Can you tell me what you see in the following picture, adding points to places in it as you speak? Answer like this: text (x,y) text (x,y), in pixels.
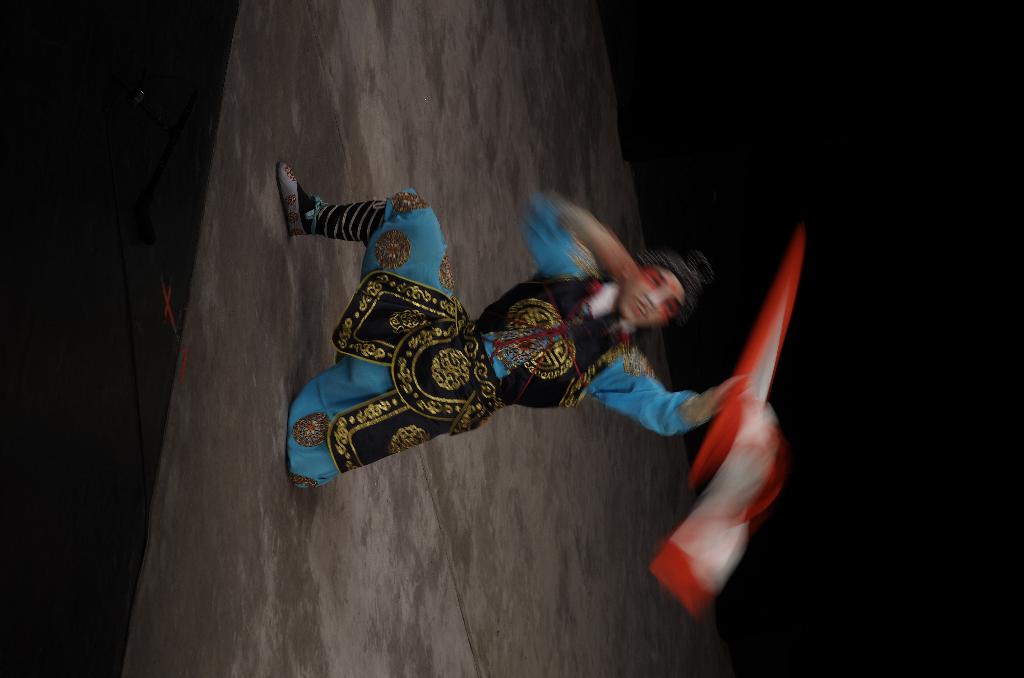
There is a person (607,253) in blue and brown color combination, smiling and holding a cloth (718,462) with one hand (705,396) and kneeling down with one leg (340,427) on the stage (313,598). And the background (1017,51) is dark in color.
